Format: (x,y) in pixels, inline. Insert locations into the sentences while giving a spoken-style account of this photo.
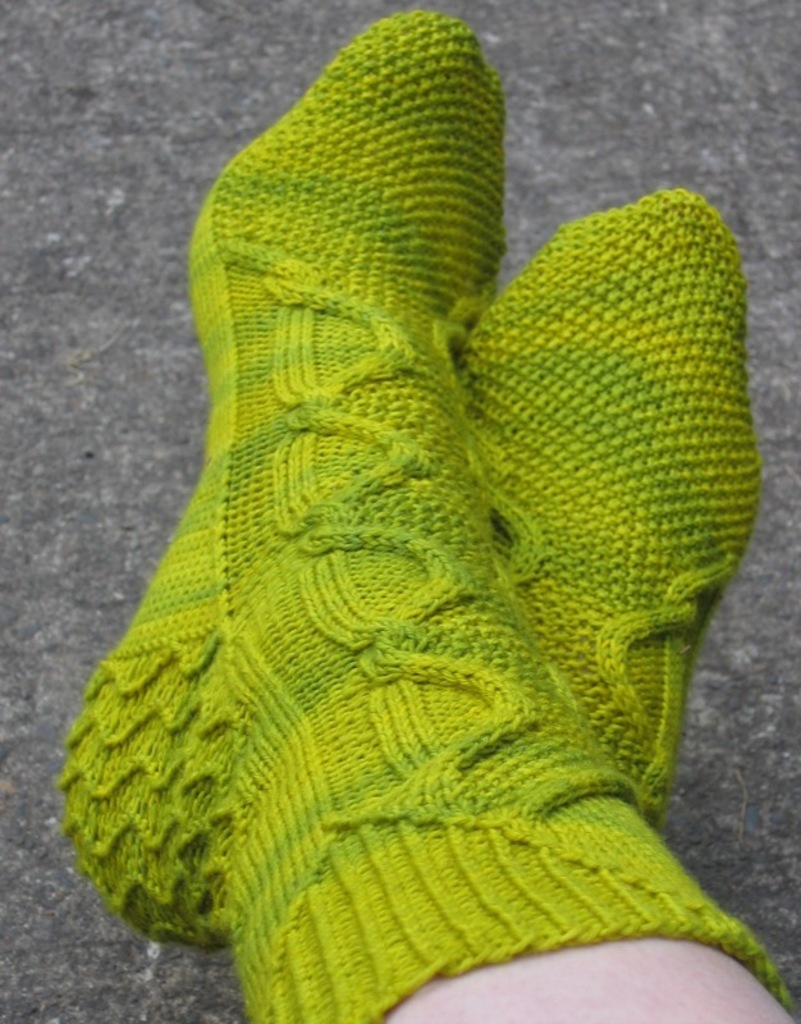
In this image we can see persons legs (499,723) with socks (541,527) at the bottom of the image (125,962) there is floor (100,928).
